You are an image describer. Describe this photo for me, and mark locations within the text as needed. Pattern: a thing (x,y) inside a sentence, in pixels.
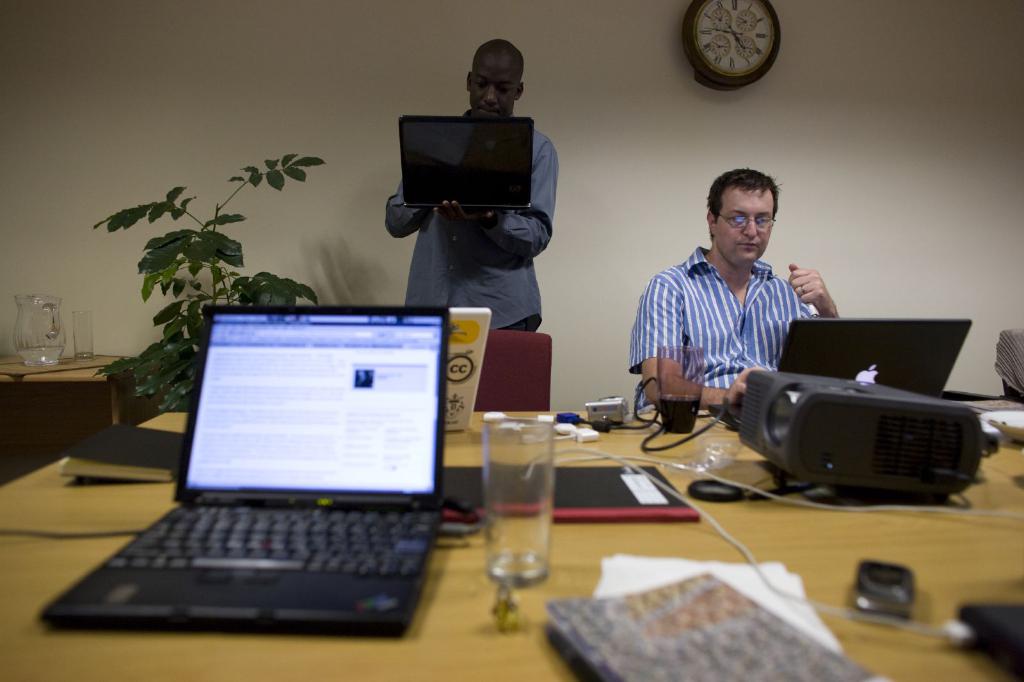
Two people (493,45) in the room (893,126) and among them one is standing who is holding the laptop (513,155) in his left hand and the other is sitting in front of the laptop (850,353). We have a projector (843,396) and a laptop (394,447) on the table (591,445) and we have a plant (231,196) and a watch (765,40) in the room (218,158).
